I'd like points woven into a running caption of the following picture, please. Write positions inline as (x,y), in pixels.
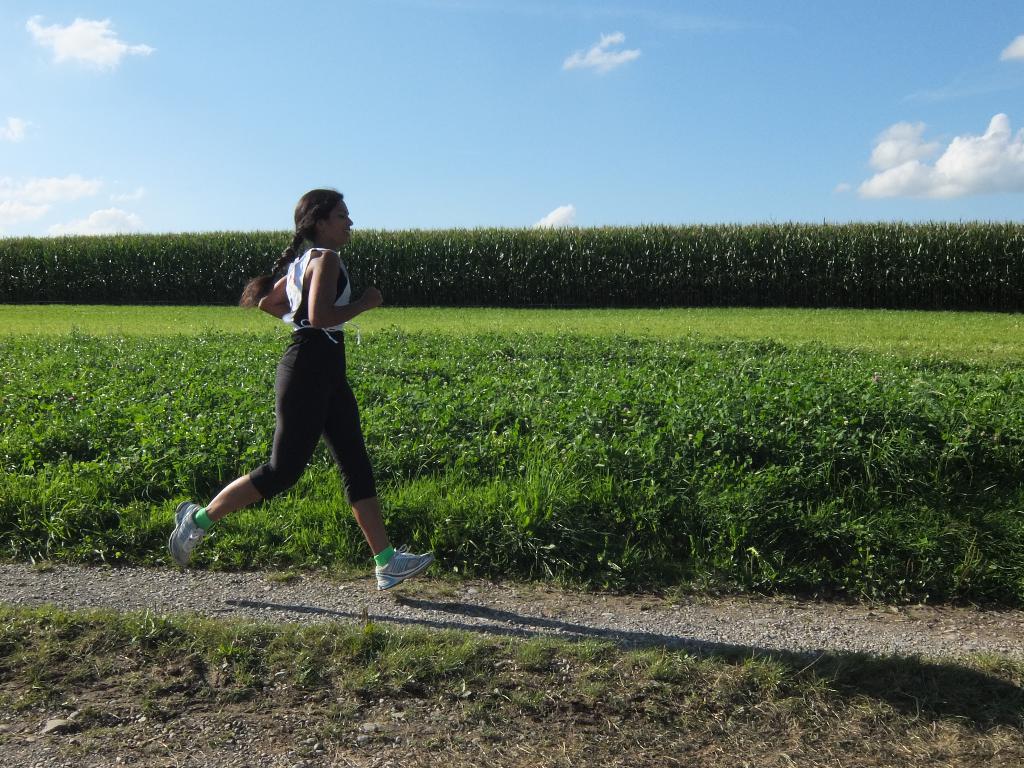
On the left of the image (277,424) we can see girl (290,299) running on the ground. In the background (722,362) we can see corn field (618,282), plants (732,346), sky (690,134) and clouds (879,159).
